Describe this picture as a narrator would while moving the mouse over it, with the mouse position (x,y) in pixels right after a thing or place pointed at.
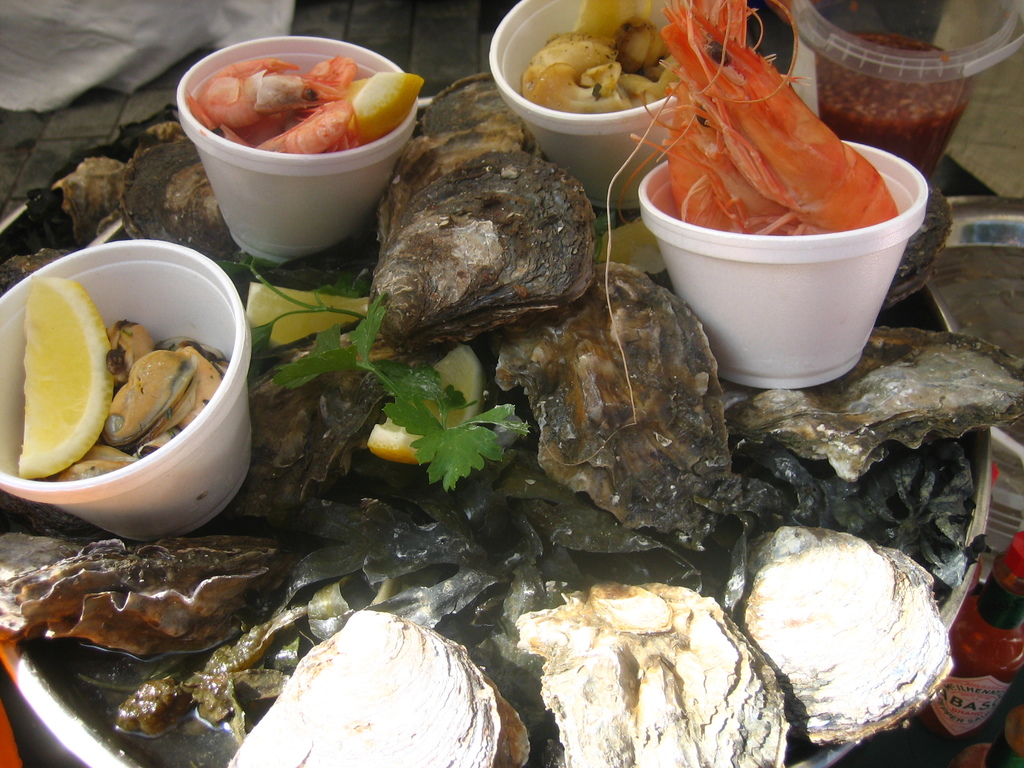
In this image there is a tray (592,565) and cups (220,319) in that there are sea food items (349,371).
